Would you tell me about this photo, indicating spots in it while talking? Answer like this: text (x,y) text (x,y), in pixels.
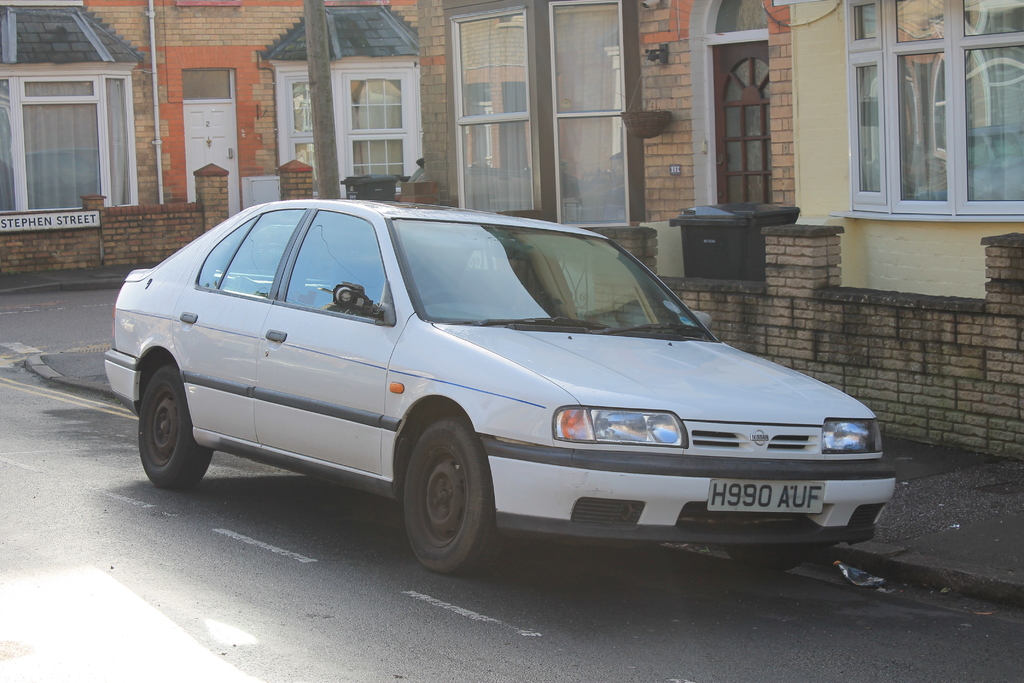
In this image we can see a car (668,377). Behind the car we can see buildings (272,72), dustbin (715,227) and the walls (784,318). On the buildings (246,173) we can see the windows (74,119) with glasses (867,138). On the left side (61,223), we can see a board (46,221) with text (76,221) attached to a wall (67,244).
